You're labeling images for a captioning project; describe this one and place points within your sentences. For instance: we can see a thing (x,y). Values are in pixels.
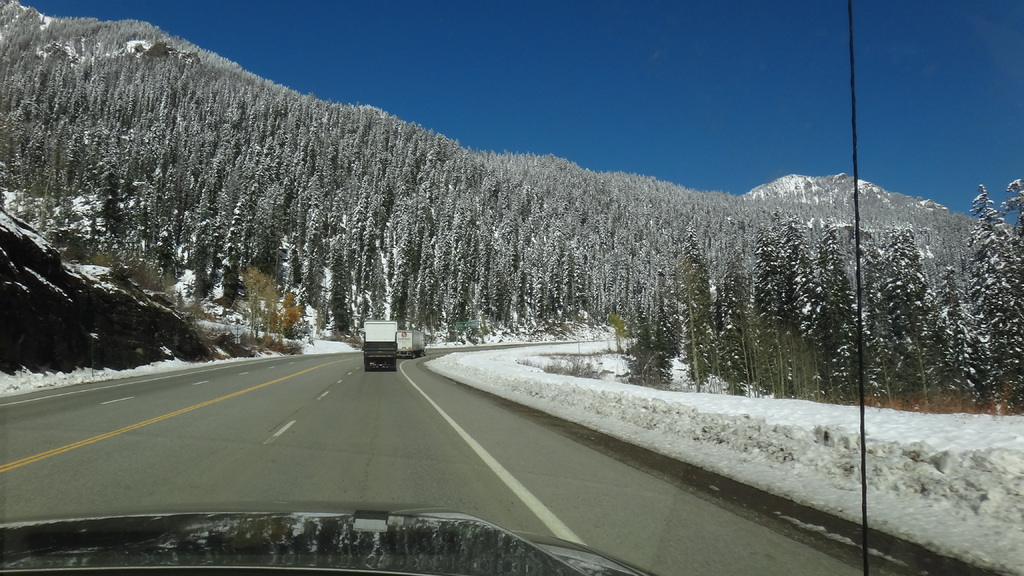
In the center of the image (368,376), we can see vehicles (417,349) on the road (420,434) and in the background (569,232), there are trees (480,232) covered with snow (177,254) and there is a rock (113,296).
